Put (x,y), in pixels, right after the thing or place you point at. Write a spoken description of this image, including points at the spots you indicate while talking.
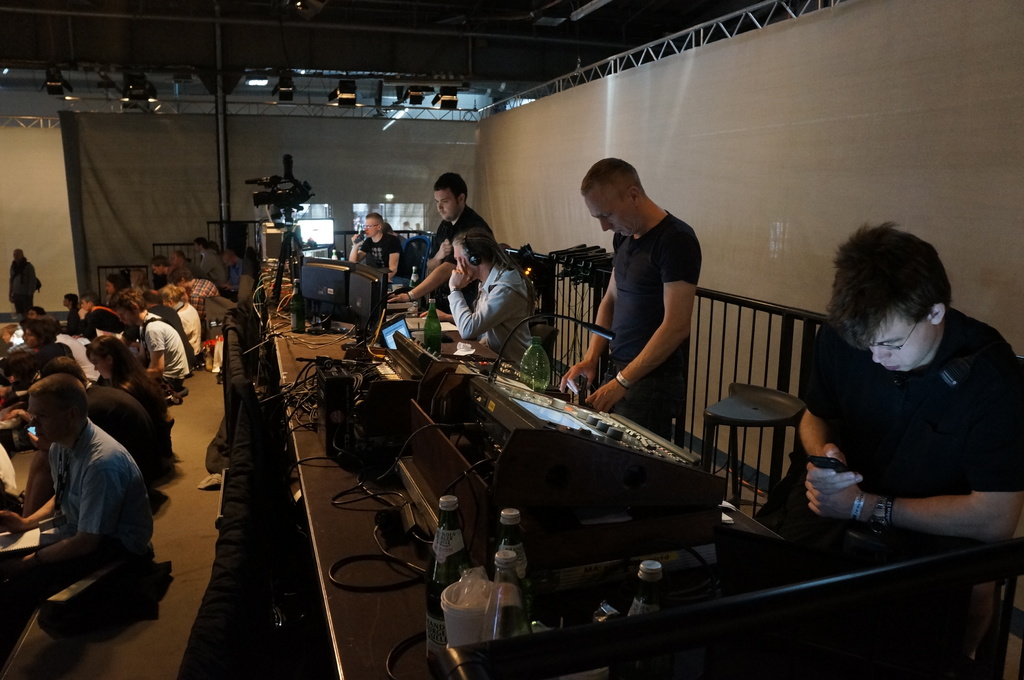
In this image, there are a few people (924,256). We can see a table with some objects (527,434) like devices (524,448), bottles (459,559), a camera stand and wires (403,529). We can also see the wall (740,202), a chair (724,421) and the fence (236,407). We can also see a pole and some lights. We can see the ground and the roof (189,44).
